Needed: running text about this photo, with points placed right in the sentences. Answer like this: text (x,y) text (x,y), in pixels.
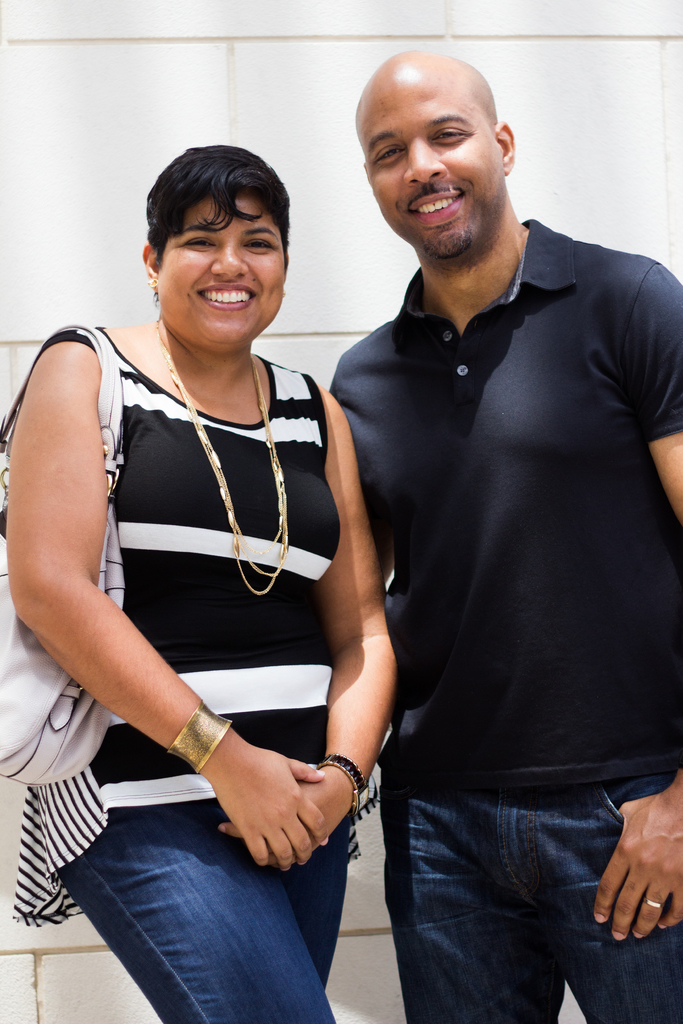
In this image we can see a man (474,209) and woman (315,442) is standing and smiling. Man (463,203) is wearing black t-shirt (558,707) with jeans (522,920) and the woman (208,859) is wearing black and white top (274,645) with jeans (222,909) and she is holding white color bag (61,708).
